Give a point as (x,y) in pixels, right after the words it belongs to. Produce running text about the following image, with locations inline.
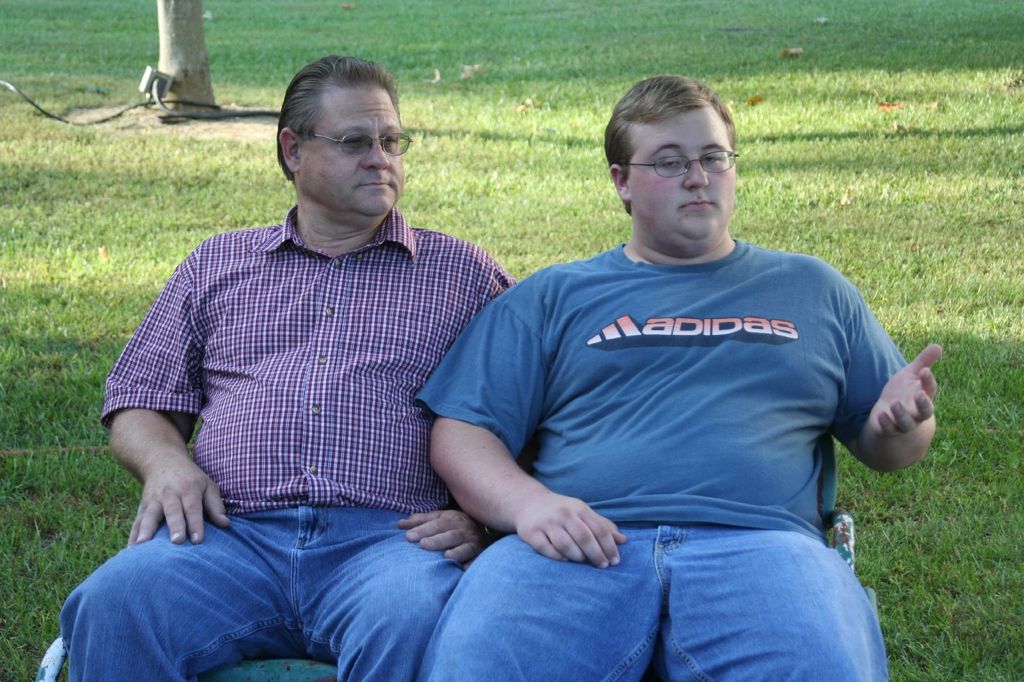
In this image we can see two persons (497,412) wearing spectacles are sitting on the chair (234,677). One person (481,428) is wearing blue t shirt (735,383). In the background (176,74), we can see a wire cable (187,113) and a tree (193,73).
